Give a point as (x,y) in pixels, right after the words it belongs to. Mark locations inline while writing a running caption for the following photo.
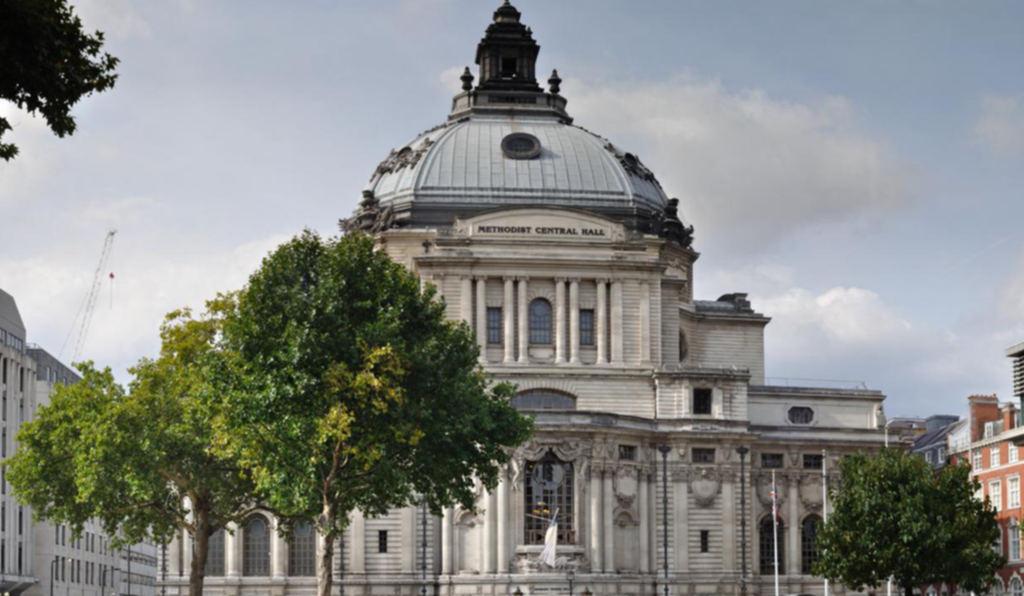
In the image there is a palace (583,242) in the back (361,580) with trees (322,471) in front of it on either side and above its sky (780,145) with clouds (881,197).
